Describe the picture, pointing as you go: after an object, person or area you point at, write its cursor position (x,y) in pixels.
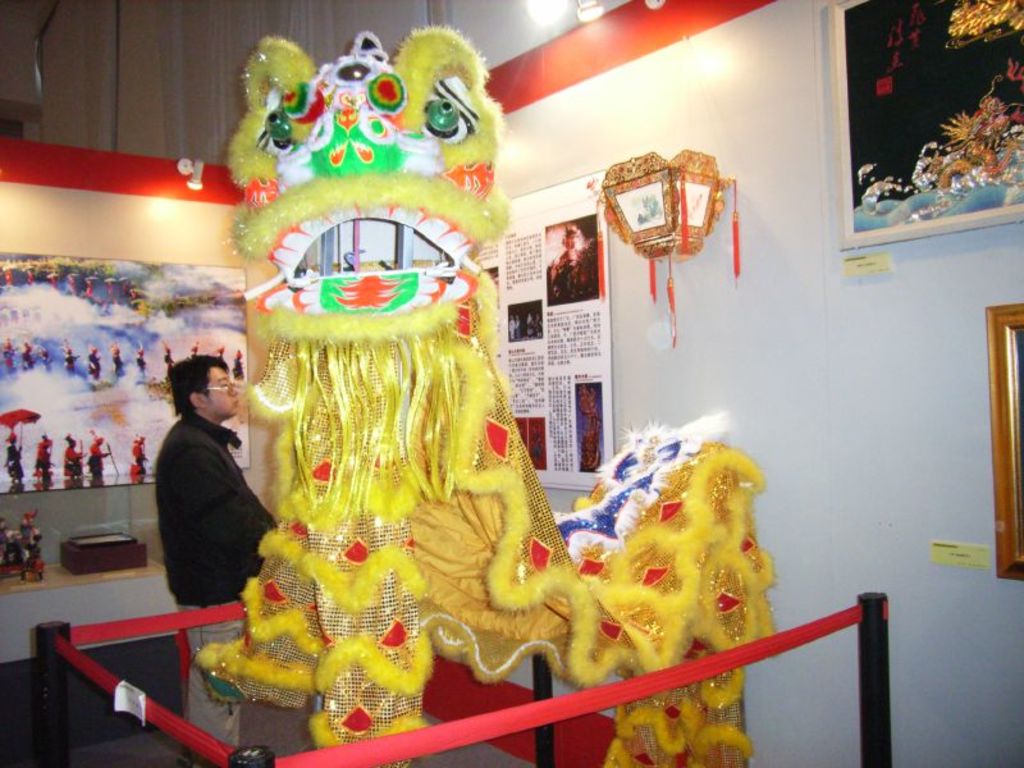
This is an inside view. In the middle of the image (453,407) there is a toy (430,572). Around this, I can see a red color ribbon (370,760) attached to four metal stands (864,681). On the left side (178,497) there is a man (209,525) standing facing towards the right side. In the background (873,318) there is a wall (19,239) on which many posters (520,321) and frames (1002,339) are attached. At the top of the image (550,8) there is a light (534,3).
